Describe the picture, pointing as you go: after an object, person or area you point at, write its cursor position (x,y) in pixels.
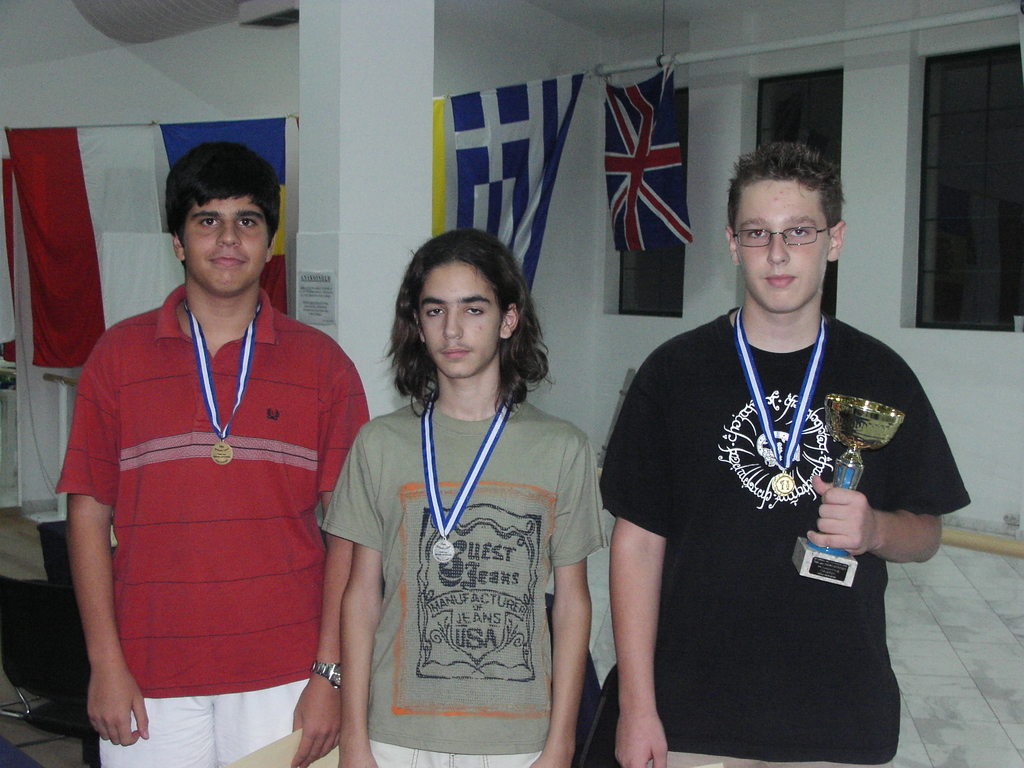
In this picture we can see three people (364,593) wore medals (817,348) and standing where a man (830,718) holding a trophy (871,443) with his hand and at the back of them we can see flags (497,186), poster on a pillar (317,167), wall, windows (780,142) and some objects (74,635).
